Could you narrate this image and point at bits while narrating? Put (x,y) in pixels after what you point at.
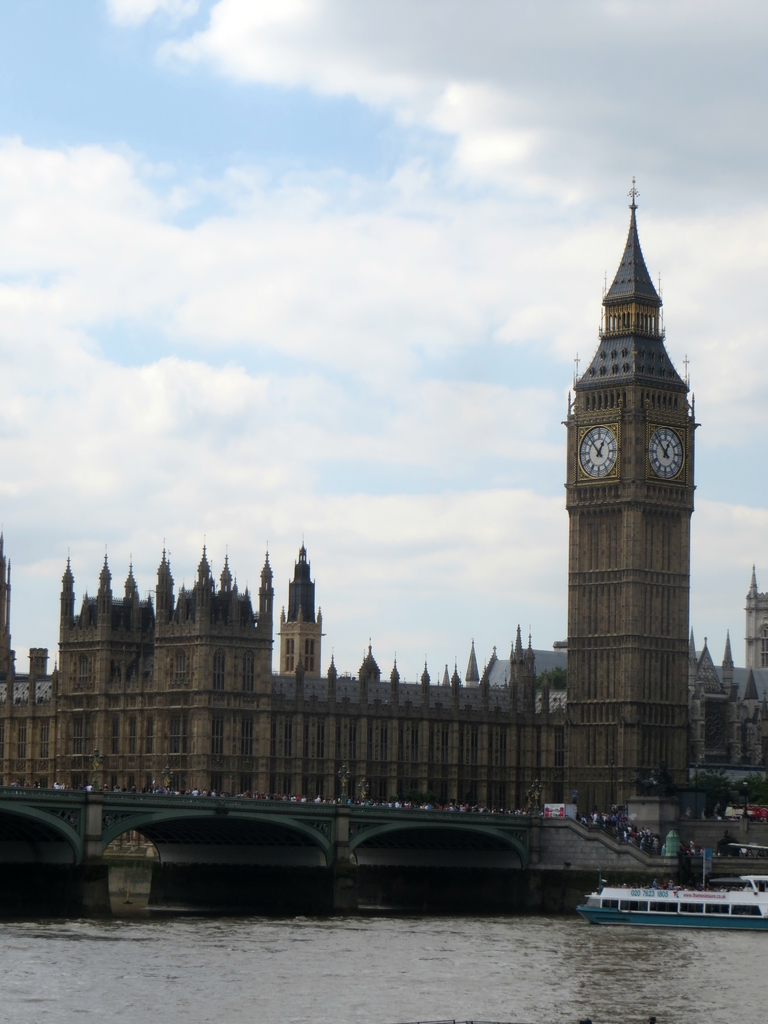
At the bottom of the image (230,915) there is water (356,967). On the water (744,967) there is a ship (757,903) and also there is a bridge (490,826) with walls (572,827) and arches (209,833). Behind the bridge (40,812) there is a building (249,701) with walls (197,758), pillars (197,758) and also there is a tower (598,473) with clocks (653,441). At the top of the image (134,223) there is a sky (368,270) with clouds (368,270).
